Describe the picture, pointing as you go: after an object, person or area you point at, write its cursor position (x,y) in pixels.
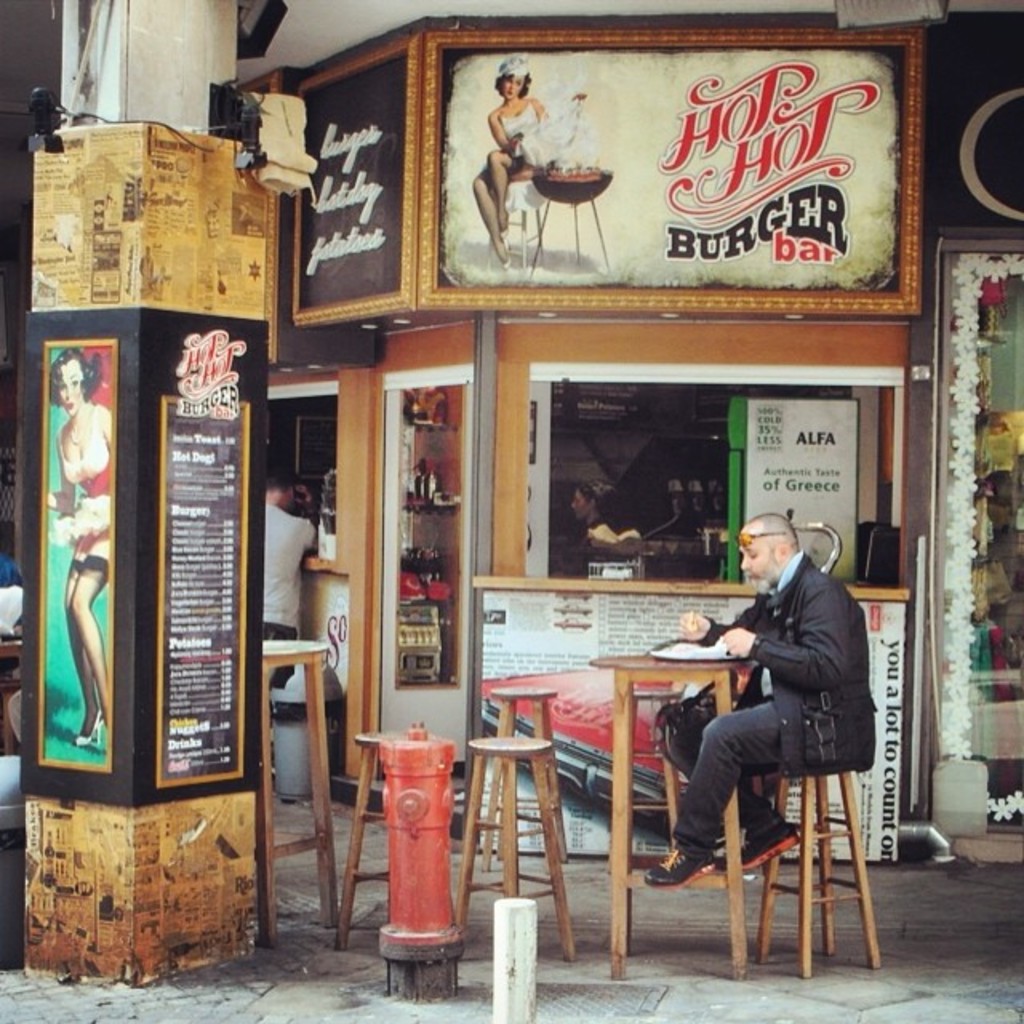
In this picture we can see a man (768,718) sitting on a stool (806,827) and in front of him we can see a table (620,674) with an object (681,649) on it, stools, hydrant (404,770), pole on the ground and a person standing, posters (806,441), papers (89,195) and some objects (728,548).
